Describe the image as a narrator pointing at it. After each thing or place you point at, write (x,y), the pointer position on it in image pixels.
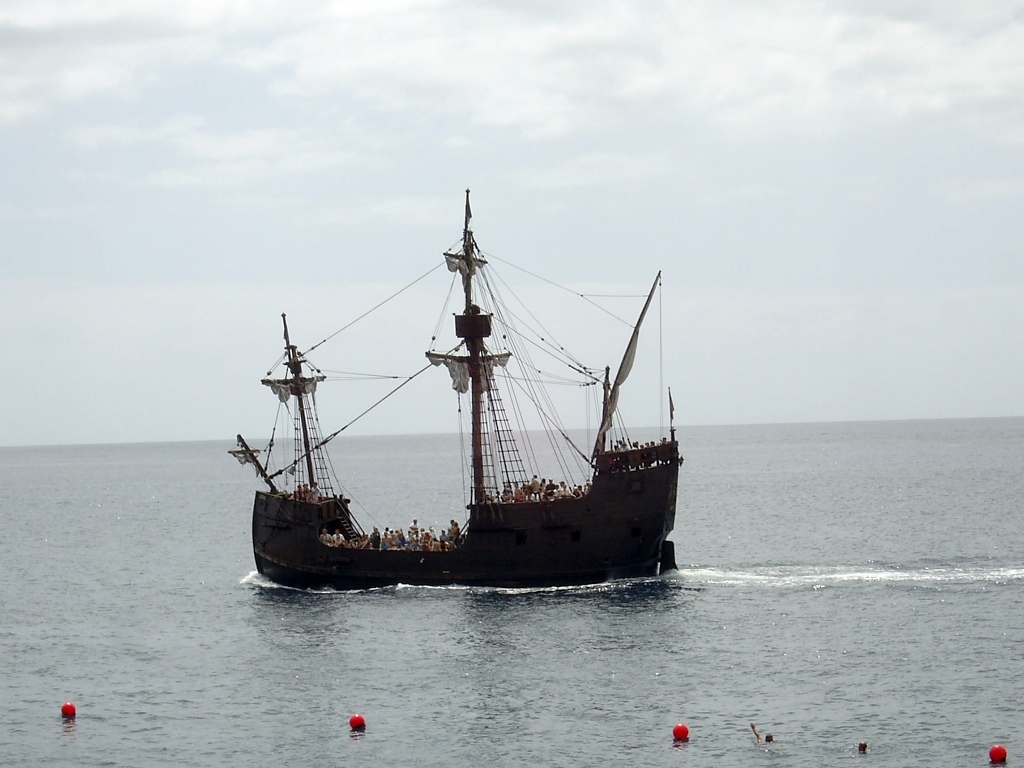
In the center of the image (618,503) there is a ship (550,523) on the surface of the sea (524,587) and there are people (385,542) in the ship (505,482). In the background (517,115) there is a cloudy sky (568,150). Image also consists of red color balls (681,729).
